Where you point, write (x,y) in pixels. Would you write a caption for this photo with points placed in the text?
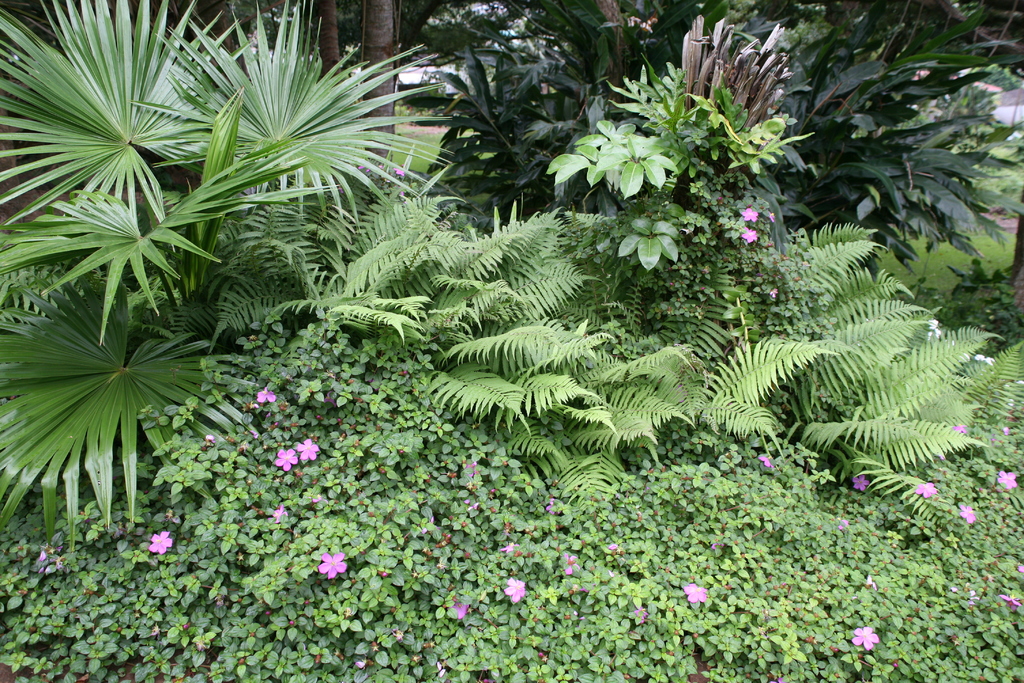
Here we can see plants (618,317), flowers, and grass (932,283).
